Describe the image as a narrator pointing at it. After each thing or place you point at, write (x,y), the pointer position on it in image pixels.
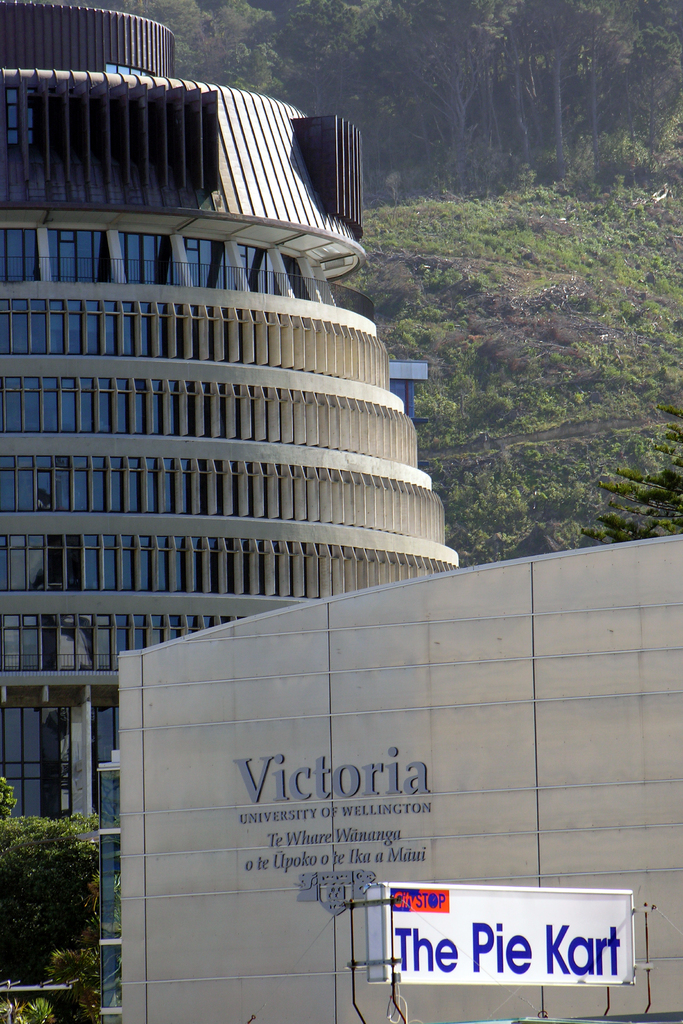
In this picture we can see few buildings (255,441), trees (477,394) and hoardings (459,959).
